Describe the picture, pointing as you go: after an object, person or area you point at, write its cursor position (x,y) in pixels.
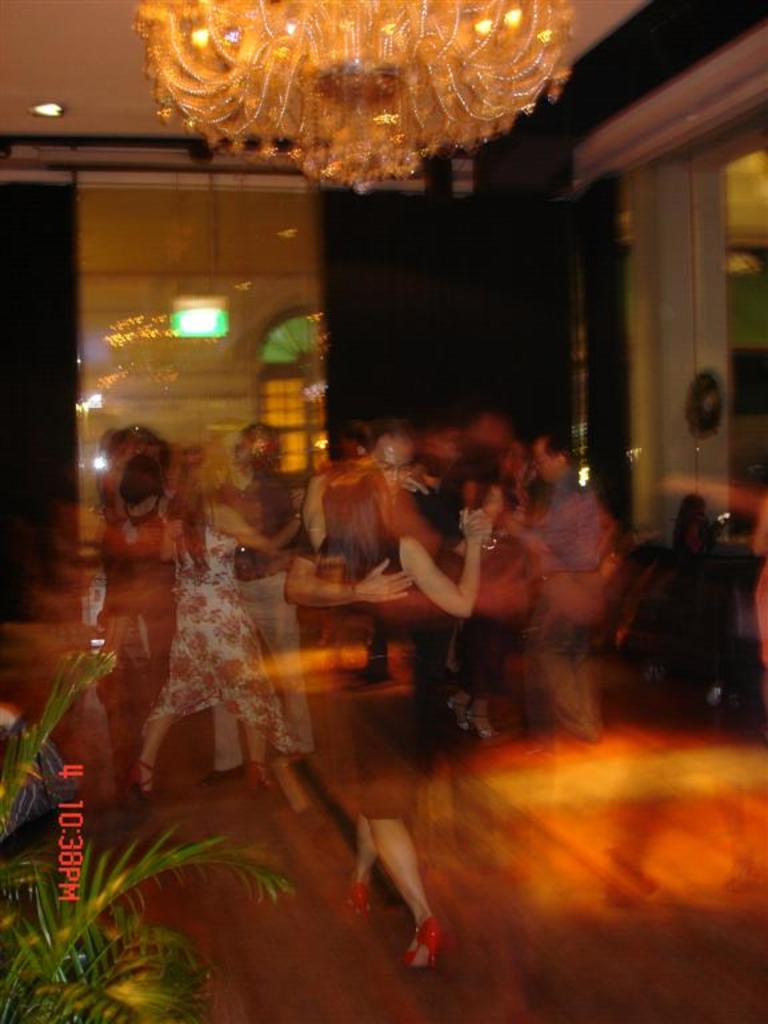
In the center of the image (339,494) we can see people (352,593) dancing. At the top (246,146) there is a chandelier (317,133). At the bottom (64,926) there is a plant (61,895). In the background (149,398) there is a wall (447,337).
